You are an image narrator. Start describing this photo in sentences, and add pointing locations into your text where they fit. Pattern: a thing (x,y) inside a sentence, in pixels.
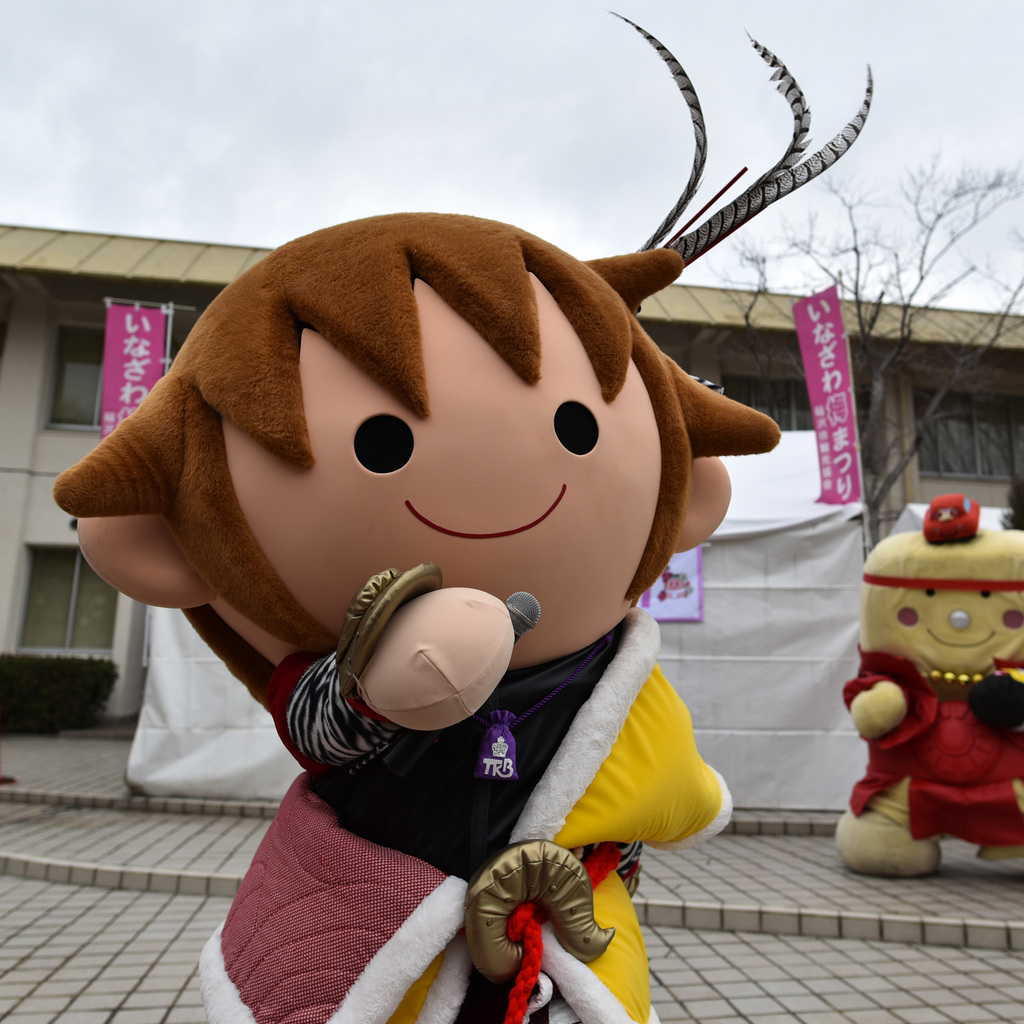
This picture shows couple of humans (632,746) wore masks (543,652) and a human (500,654) holding a microphone (515,605) and we see a white cloth (801,469) on the back (768,789) and we see building (948,460) and a tree (856,359) and a cloudy Sky (674,182).
